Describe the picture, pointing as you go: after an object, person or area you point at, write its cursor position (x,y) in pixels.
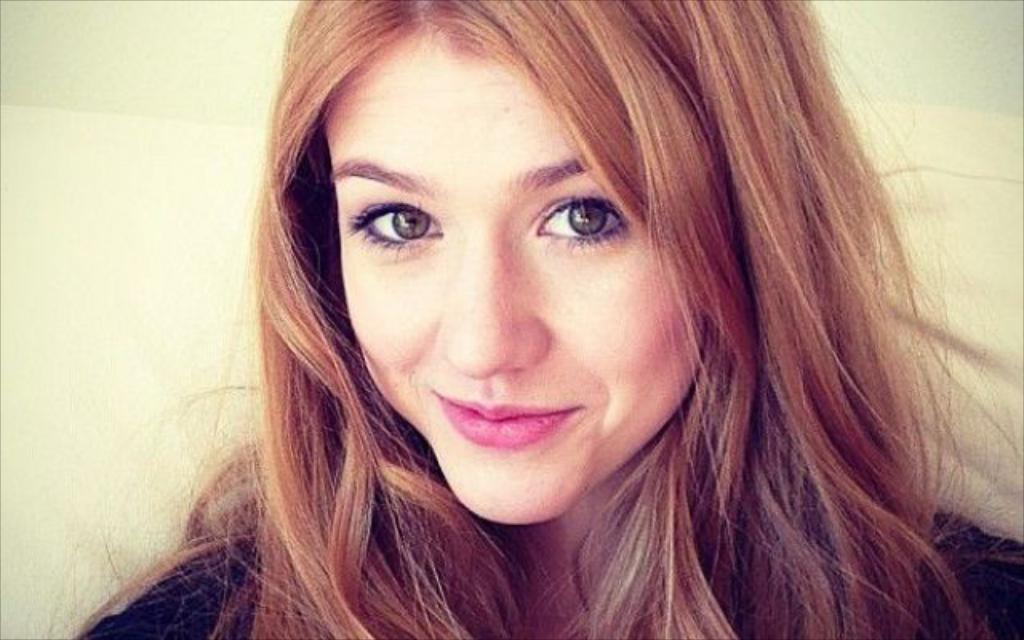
In this picture we can see a woman (511,399) and she is smiling.
